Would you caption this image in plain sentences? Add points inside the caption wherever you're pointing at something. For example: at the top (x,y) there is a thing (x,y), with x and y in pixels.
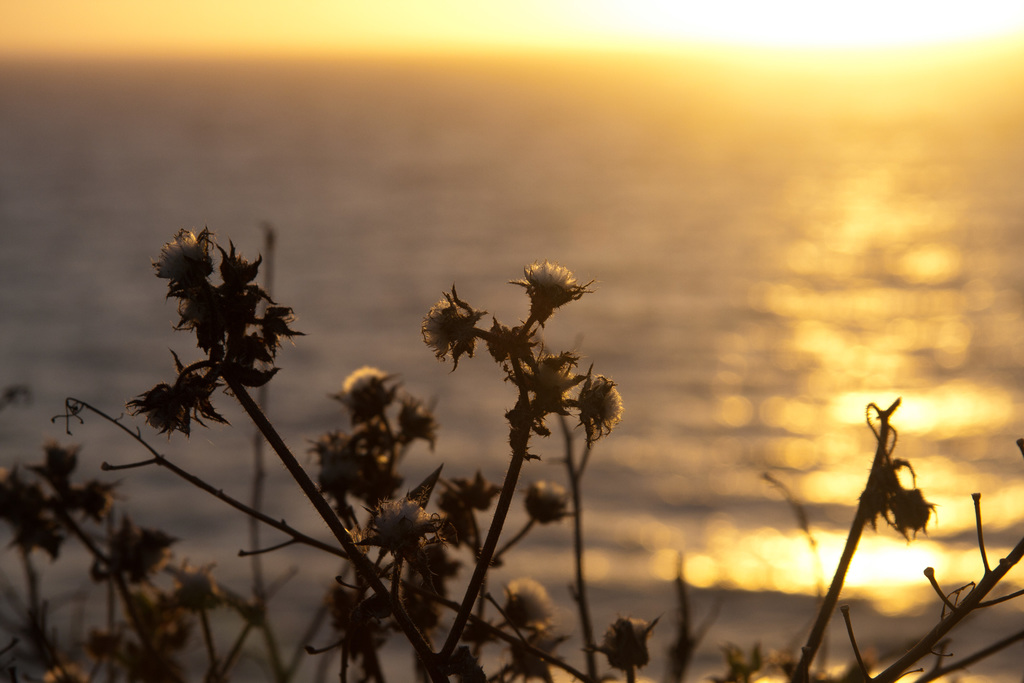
In this image I can see few plants (105,493), background (920,305) I can see the water (754,196) and the sky (562,45) is in white and yellow color.
